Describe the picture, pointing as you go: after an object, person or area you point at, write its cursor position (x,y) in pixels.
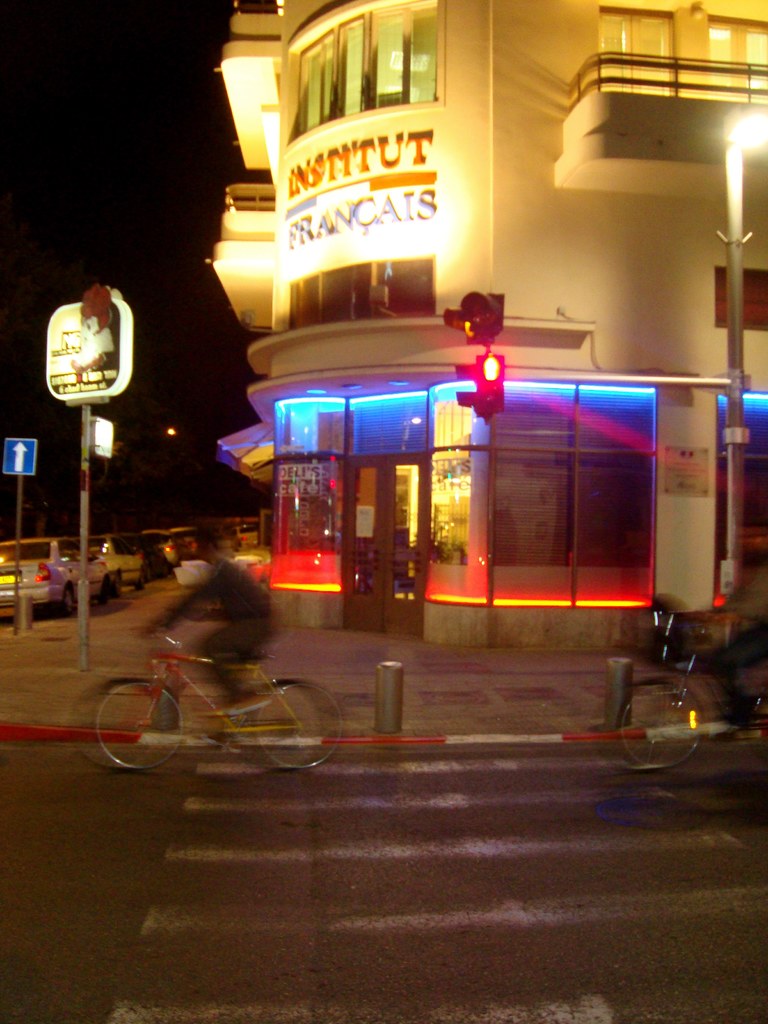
In this image there is a building (537,327) towards the right of the image (584,324), there is text (410,170) on the building (418,115), there are poles (732,310), there are lights (748,122), there is a traffic light (478,375), there are boards (86,378), there is text (72,388) on the board (72,388), there is a door (380,517), there is road (292,879) towards the bottom of the image (384,852), there are bicycles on the road (357,790), there are two persons (194,589) riding the bicycles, there are cars (168,541) towards the left of the image (128,555).
